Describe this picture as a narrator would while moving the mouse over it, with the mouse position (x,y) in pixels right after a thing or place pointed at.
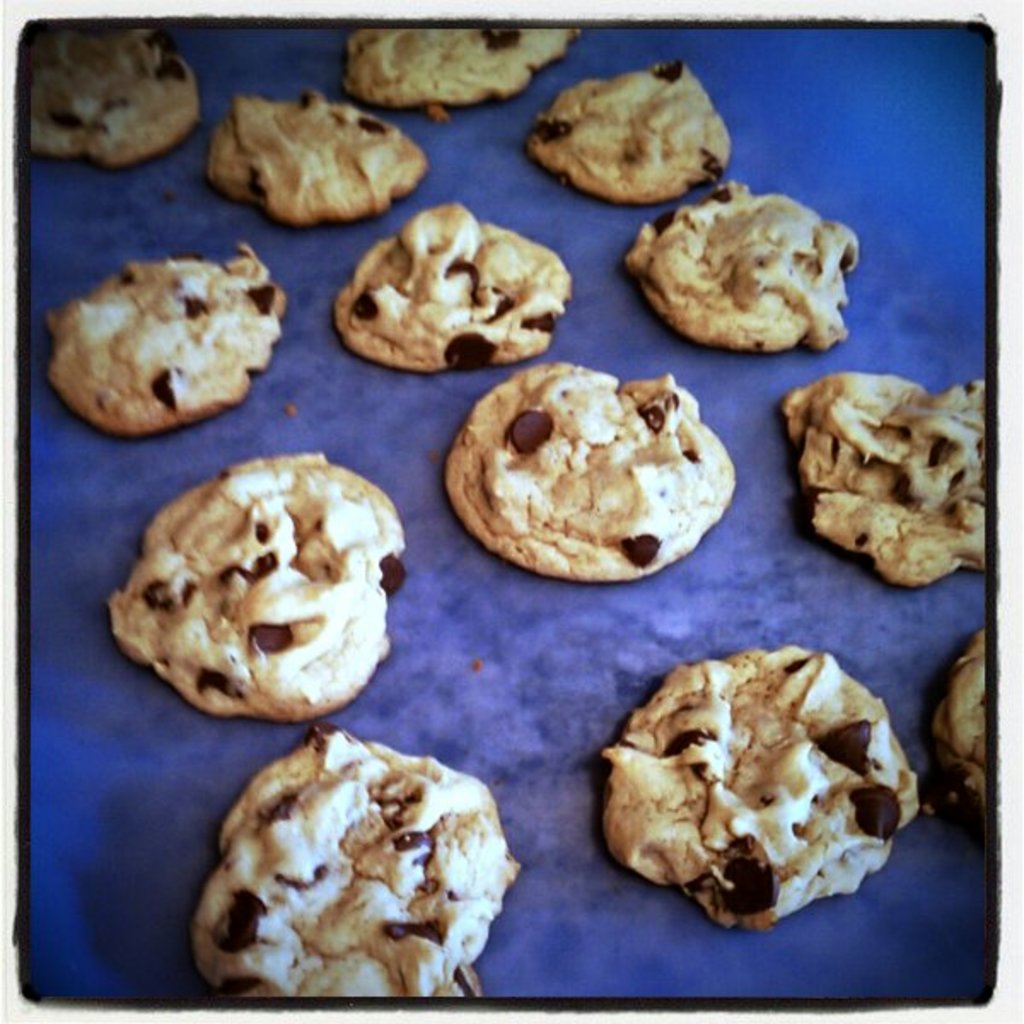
It is an edited image and in the picture there are some cookies (464,298) kept on a blue color surface (62,763).
